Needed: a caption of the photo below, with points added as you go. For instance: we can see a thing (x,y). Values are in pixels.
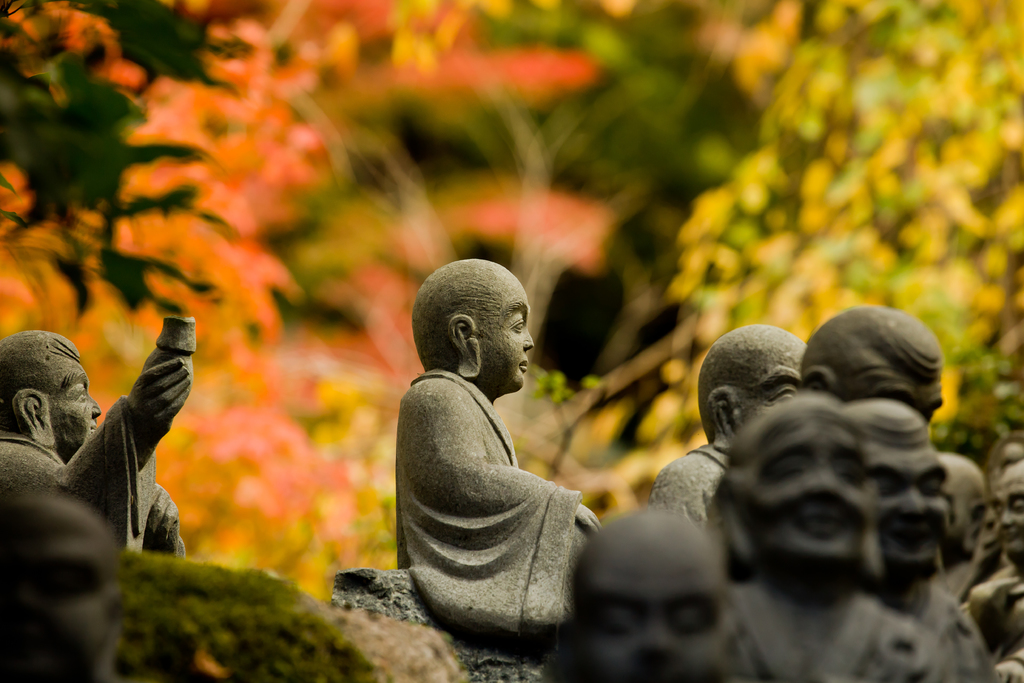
In this picture, we can see some sculptures (691,465). In the background (542,206), we can see some trees (786,148).
